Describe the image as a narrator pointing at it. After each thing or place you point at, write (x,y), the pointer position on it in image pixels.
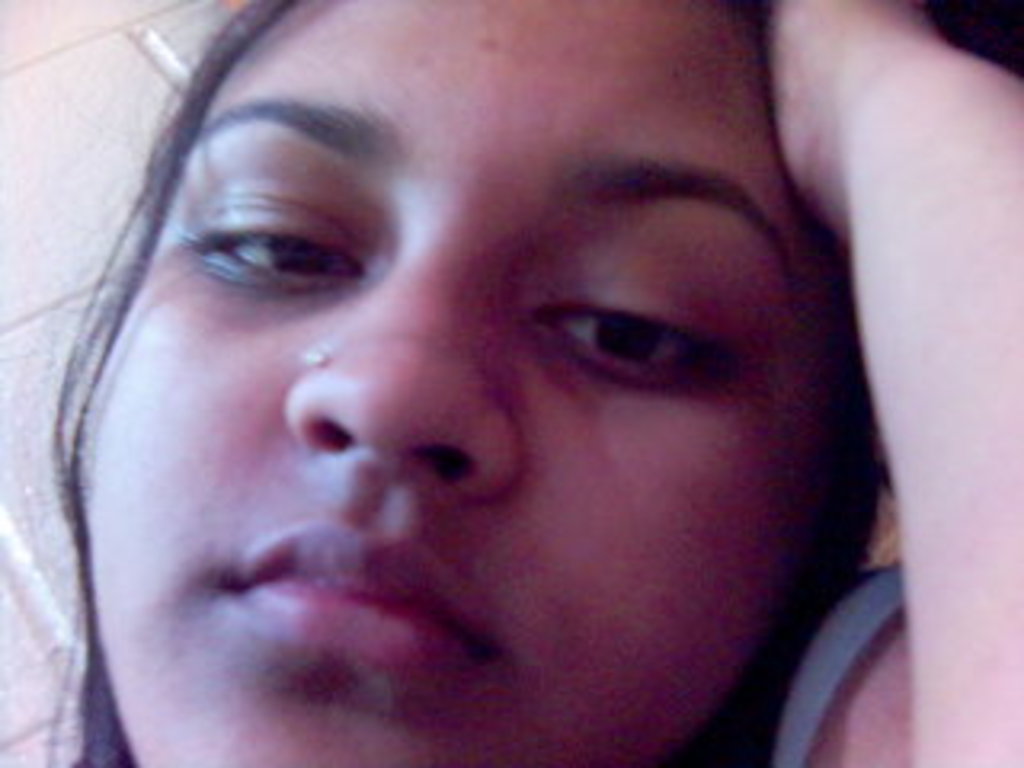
In this image we can see a woman (775,258). On the left side of the image (15,738) we can see wall (84,188).
